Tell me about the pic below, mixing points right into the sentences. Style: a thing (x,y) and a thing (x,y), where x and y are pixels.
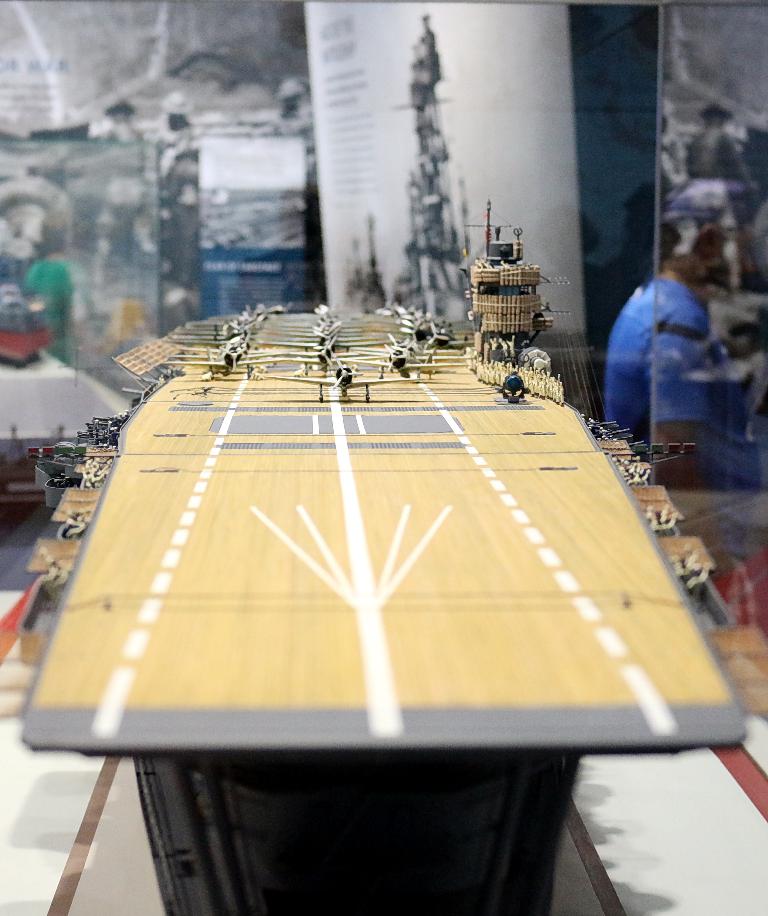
In this image in the center (296,348) there is a ship model (244,573), on the ship (223,822) there are model airplanes (409,344) and objects (488,378). And on the right side of the image (691,321) there is one person (684,309) visible and there is a glass board (662,203), and in the background (292,146) there are boards (98,204) and objects (27,379). And at the bottom (59,789) there is a stand (734,802).
